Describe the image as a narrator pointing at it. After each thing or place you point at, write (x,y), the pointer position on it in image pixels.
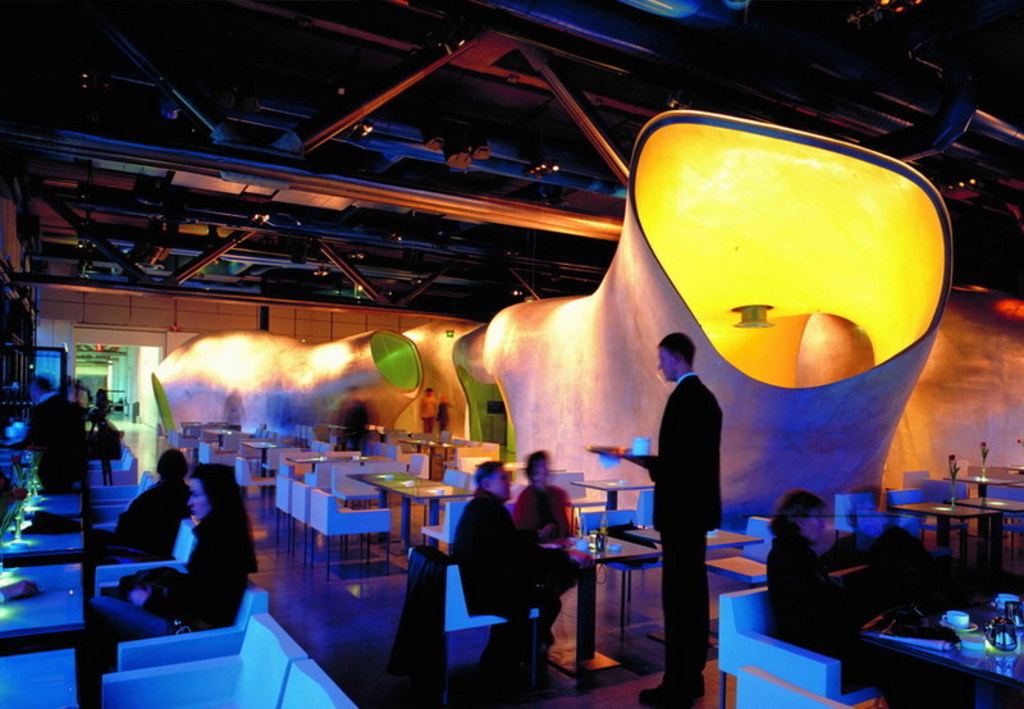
In this picture it looks like a restaurant (849,391) with many tables (15,576) and people (491,471) on some of the chairs (482,445). We have glasses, plates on the table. On the rooftop (303,272) we can see iron beams (377,183) and bars (612,223) & at the right side (926,329), we can see different shaped tunnels (810,362) with lights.
